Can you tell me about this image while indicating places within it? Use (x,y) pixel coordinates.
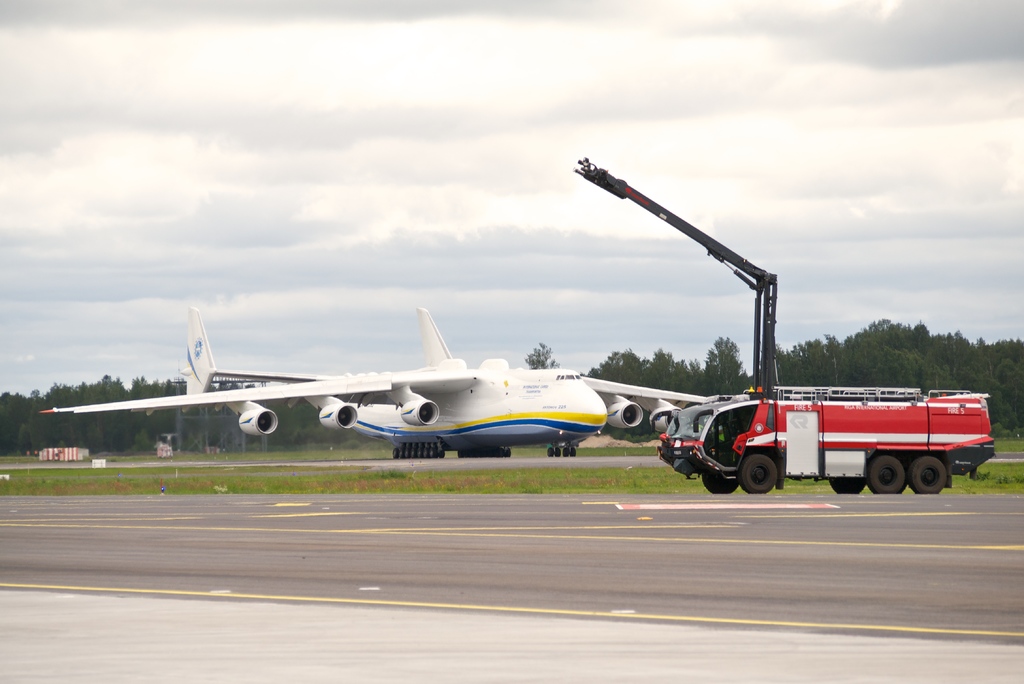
In this image we can see a flight (482,415) and a vehicle (705,429) on the runway (703,505), there we can see grass (339,486), a few trees (279,447), small stands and some clouds (347,313) in the sky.
